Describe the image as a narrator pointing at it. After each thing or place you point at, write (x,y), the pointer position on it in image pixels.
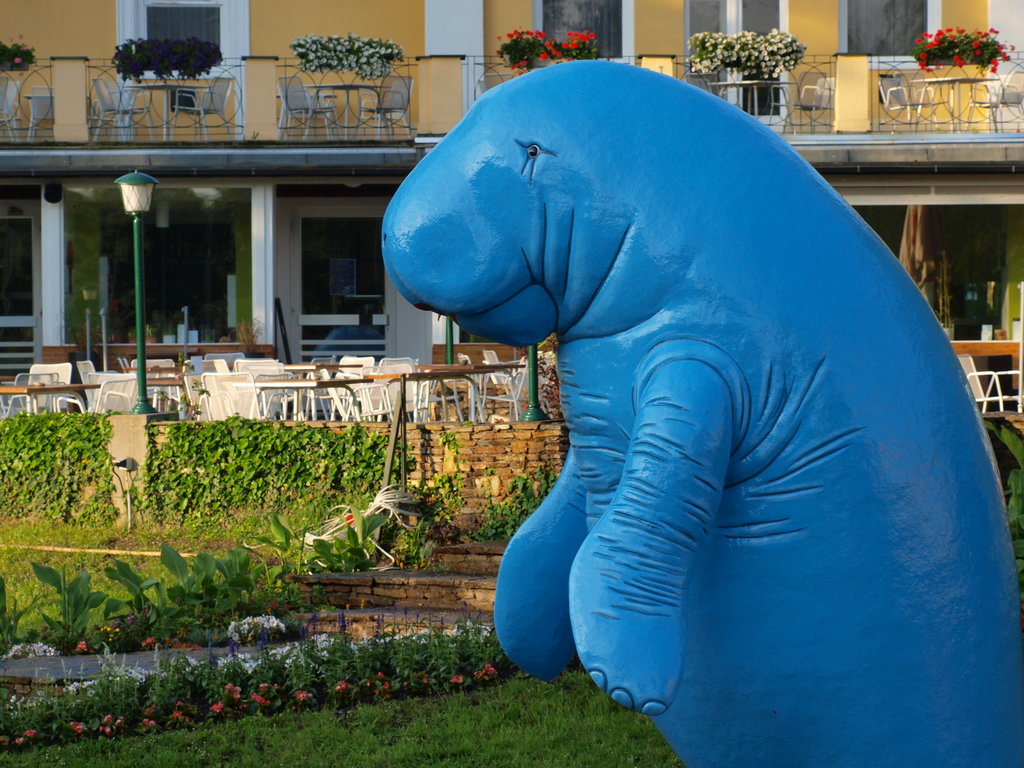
In this image there is the grass (428,733) towards the bottom of the image (479,729), there are plants (213,594), there is a pole (141,221), there is a light (114,183), there is an object (688,340) towards the right of the image (745,460) that looks like an animal (610,333), there are chairs (211,387), there are tables (343,381), there is wall (436,41) towards the top of the image (397,30), there are doors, there are windows (229,257).
